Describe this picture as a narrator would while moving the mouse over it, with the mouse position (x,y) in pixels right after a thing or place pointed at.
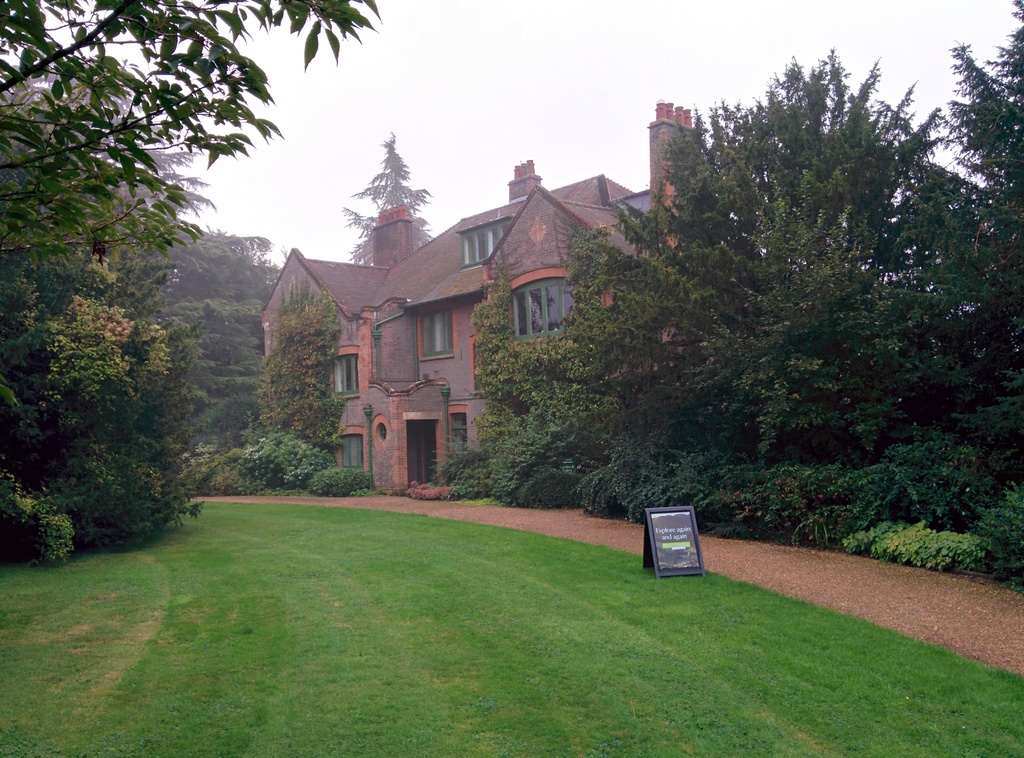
In this picture, we can see buildings (456,280) with windows (466,420), doors (425,439), and we can see ground (319,572) with grass (572,582), trees (1,228), poster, plants (565,434) and the trees (338,26), and we can see the sky (610,73).
